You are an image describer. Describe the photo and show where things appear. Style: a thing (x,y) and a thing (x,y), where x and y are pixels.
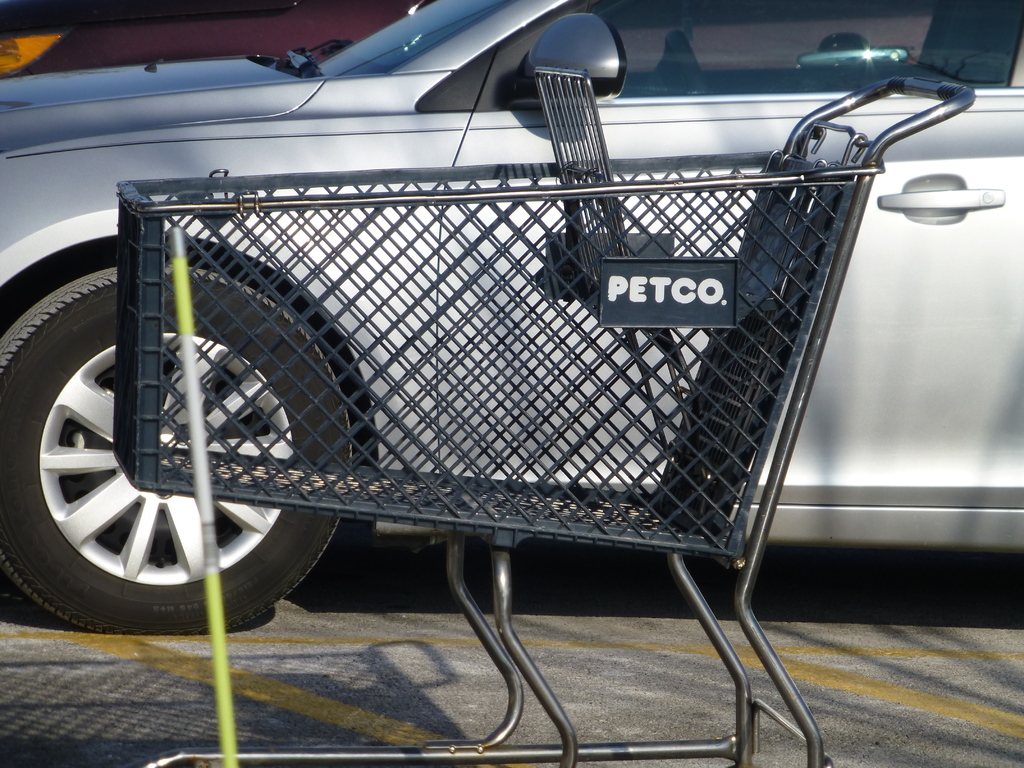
In this image I can see a black colored trolley (488,343), a green and white colored object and a car (431,163) which is ash in color on the ground (248,735).
